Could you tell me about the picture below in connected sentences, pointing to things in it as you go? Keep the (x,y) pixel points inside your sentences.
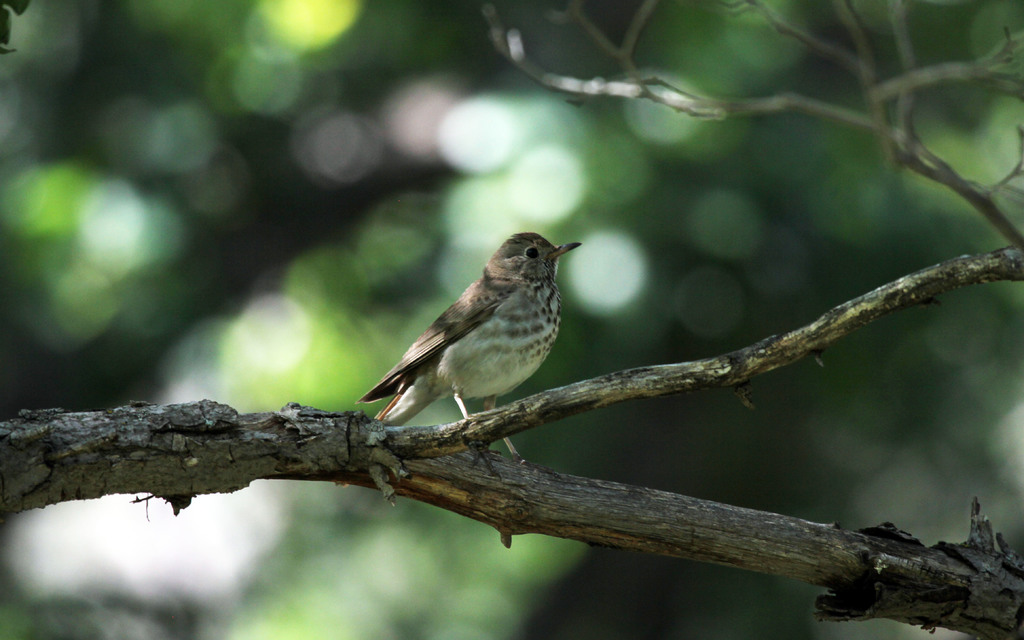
In this picture we can see a bird (492,335) standing on the trees stem (433,492).
